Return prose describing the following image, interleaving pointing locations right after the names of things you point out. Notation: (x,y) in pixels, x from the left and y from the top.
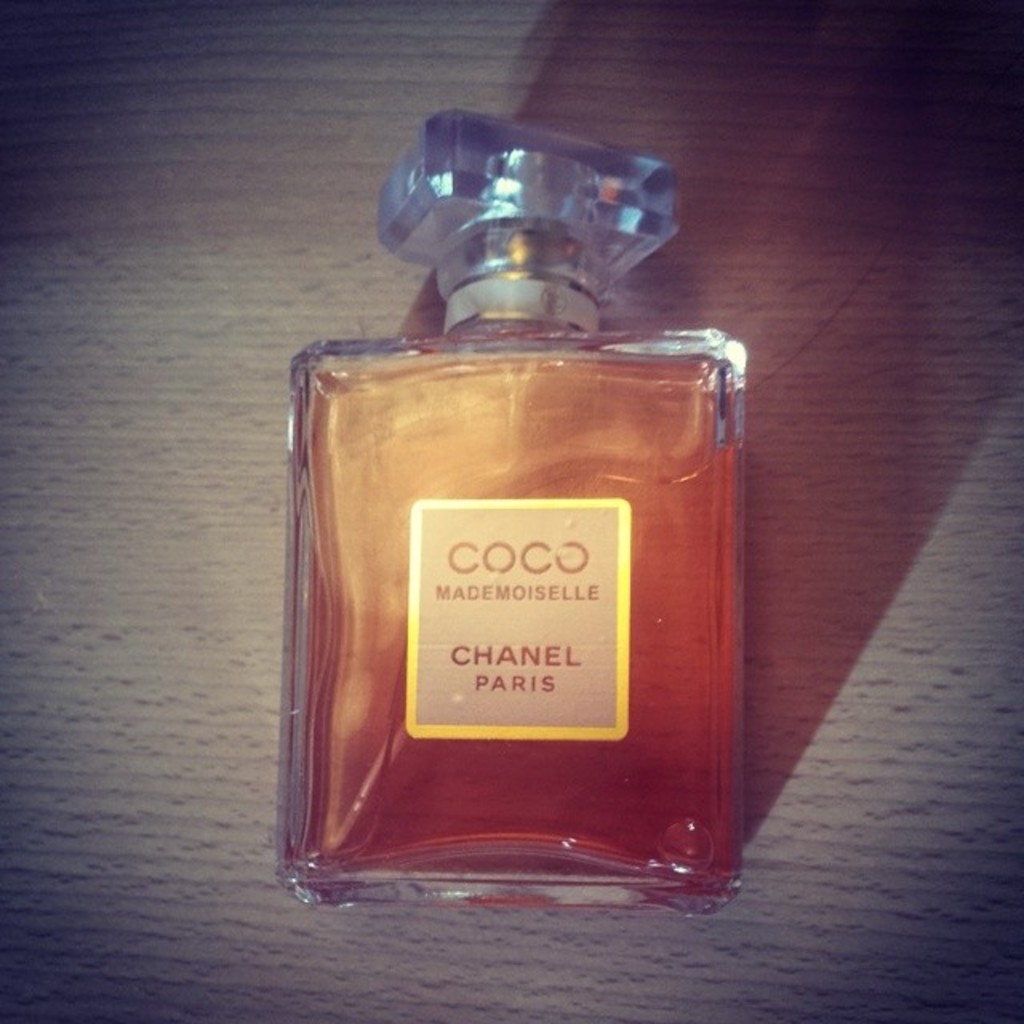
Here in this picture we can see a bottle (557,336) present on a table (352,921).
